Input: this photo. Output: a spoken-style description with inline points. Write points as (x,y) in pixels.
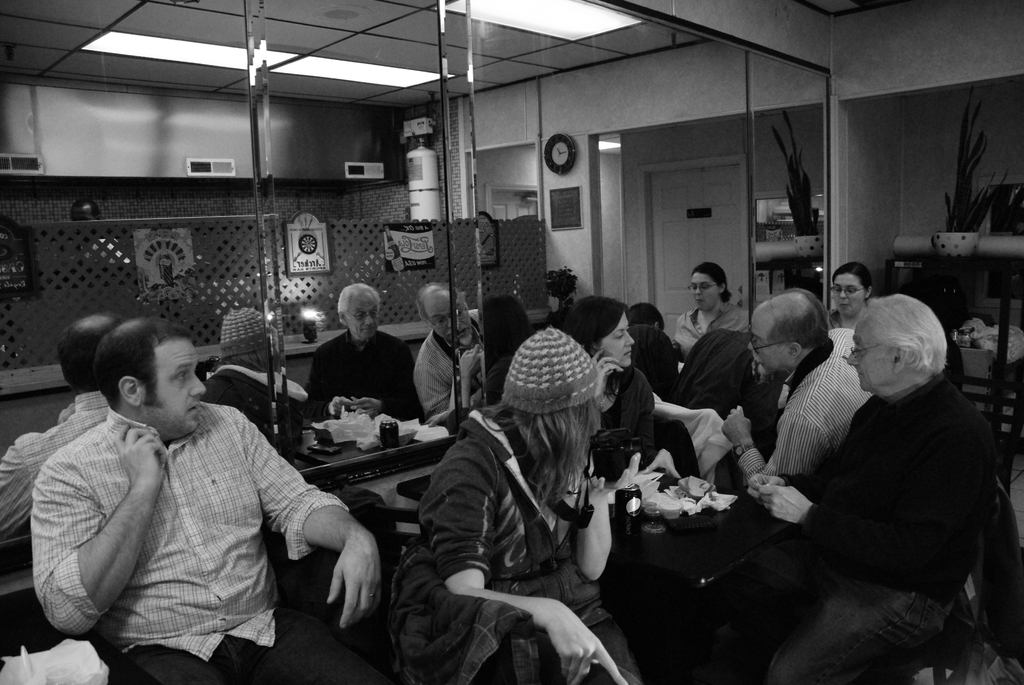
In the right (935,434) two old men (926,317) are sitting and also wearing spectacles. They are looking at the left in the middle (635,412) two women (588,305) are sitting and one woman (584,318) is speaking in the phone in the left (145,406) a man (68,628) is sitting in the chair (286,580) he wears a shirt (267,594) and looking at the right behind him there is a glass mirror (567,183) at the top (595,16) there is a light (583,23).
